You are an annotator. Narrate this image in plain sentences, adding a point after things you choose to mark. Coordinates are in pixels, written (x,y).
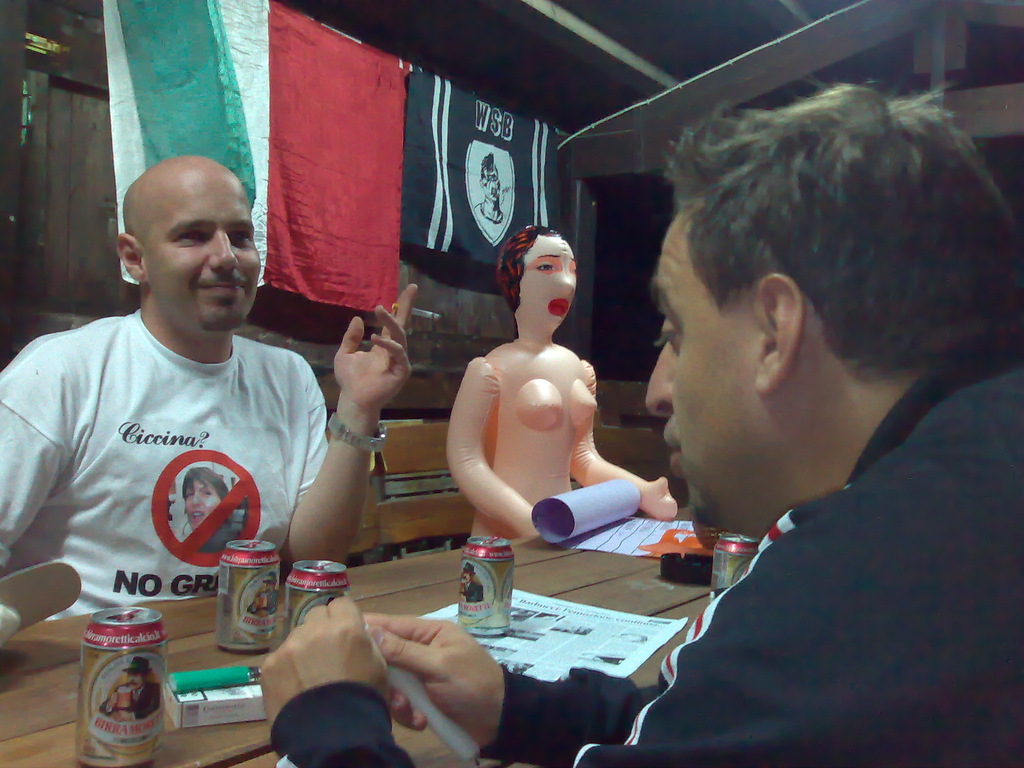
In this image I can see two persons (228,282) sitting. In front (984,657) the person (859,615) is wearing black color dress (892,708) and the person (202,501) at left (39,443) is wearing white color shirt (34,474) and I can see few tins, papers (592,510) on the table (264,736) and I can also see the mannequin (537,510). Background (529,158) I can see few flags (499,134) in black, red, white and green color.
